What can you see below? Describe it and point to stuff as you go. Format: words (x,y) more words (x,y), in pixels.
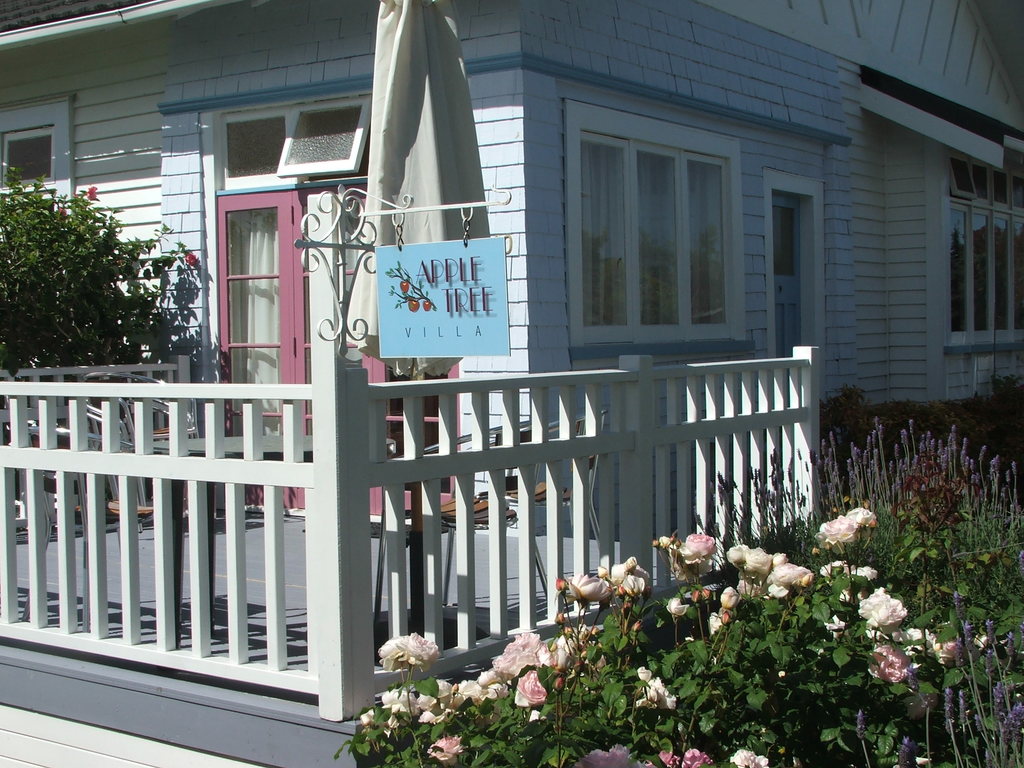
At the bottom of the picture (771,665), we see the plants (818,614) which have flowers (527,649) and these flowers (540,649) are in white and pink color. Behind that, we see a railing (353,507) in white color. We see a stand (319,311) and a board (378,278) in blue color with some text (461,270) written on it. On the left side (31,203), we see the plants (55,293) which have red color flowers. In the middle of the picture (602,289), we see a building (544,142) in white color. It has, a pink door (287,298), white curtain (275,227) and the windows (647,276). On the right side (867,108), we see the plants (938,409) and a building (918,233) in white color. It has the windows (967,330).
